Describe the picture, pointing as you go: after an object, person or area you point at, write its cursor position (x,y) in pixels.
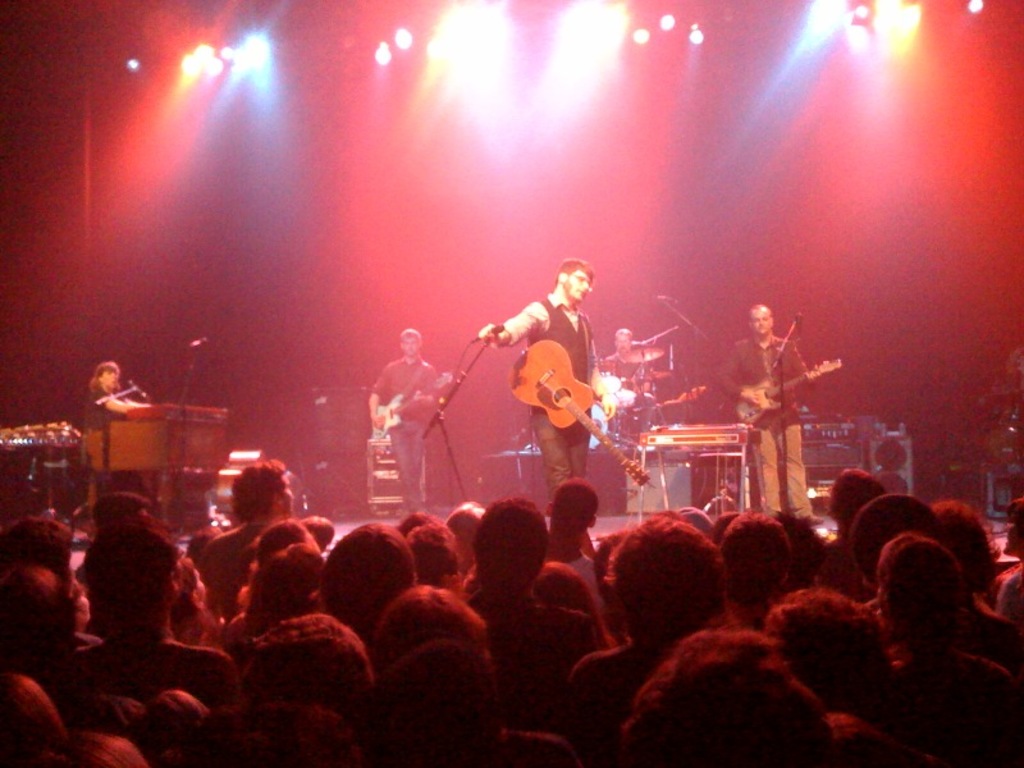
In the center (561,433) on the stage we can see some persons (772,377) were standing and playing with the musical instruments (549,402). And in the bottom (307,578) we can see the audience (524,597).
